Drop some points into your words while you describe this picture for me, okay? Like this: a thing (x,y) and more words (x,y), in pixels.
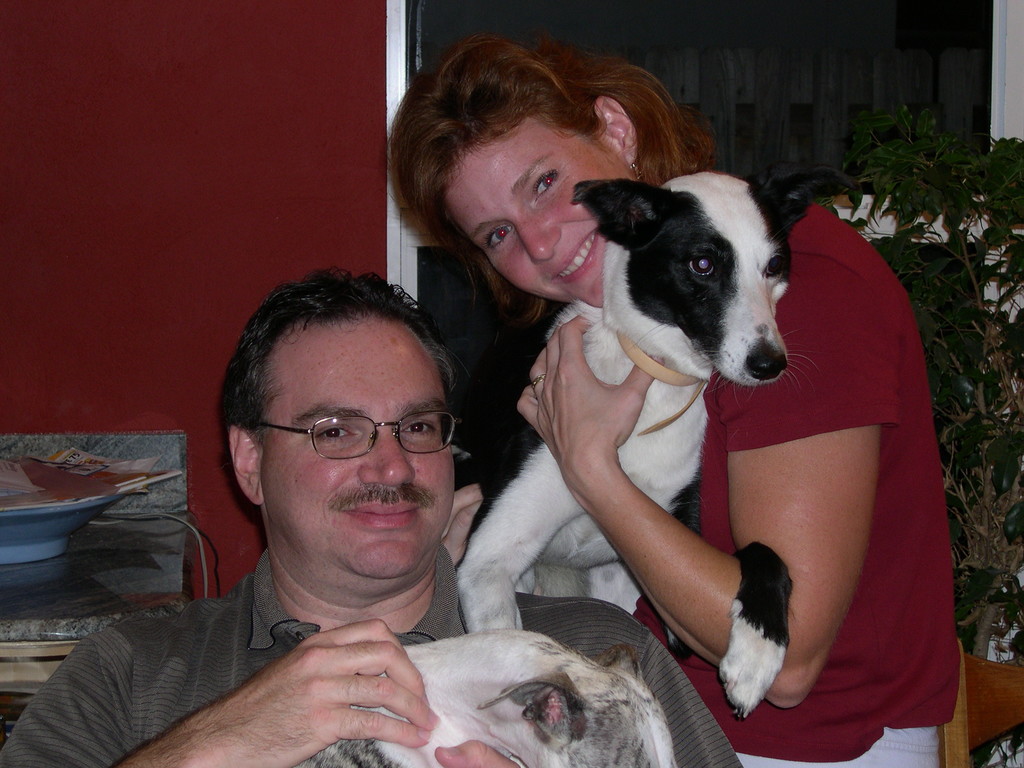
In the image there are two people (329,513) the woman (517,410) is holding a dog (597,374) and smiling and the man (389,596) is holding another animal (534,641), behind them on the right side (951,226) there is a plant (952,198) in front of the window (835,115) and on the left side (123,487) there is some object (105,481) kept on a surface (142,552).
